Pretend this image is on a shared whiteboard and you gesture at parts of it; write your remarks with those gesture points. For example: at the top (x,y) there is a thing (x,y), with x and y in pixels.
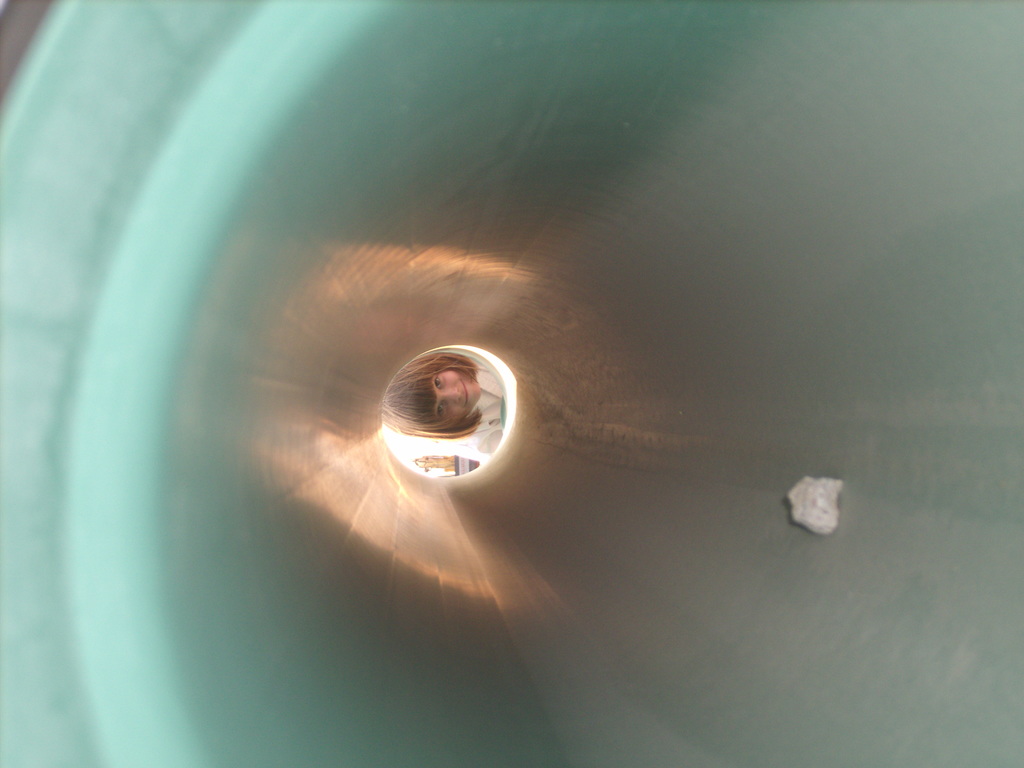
In the center of the image (476,408) we can see a child (440,408). We can also see a crushed paper (823,503) inside a tunnel (724,552).
